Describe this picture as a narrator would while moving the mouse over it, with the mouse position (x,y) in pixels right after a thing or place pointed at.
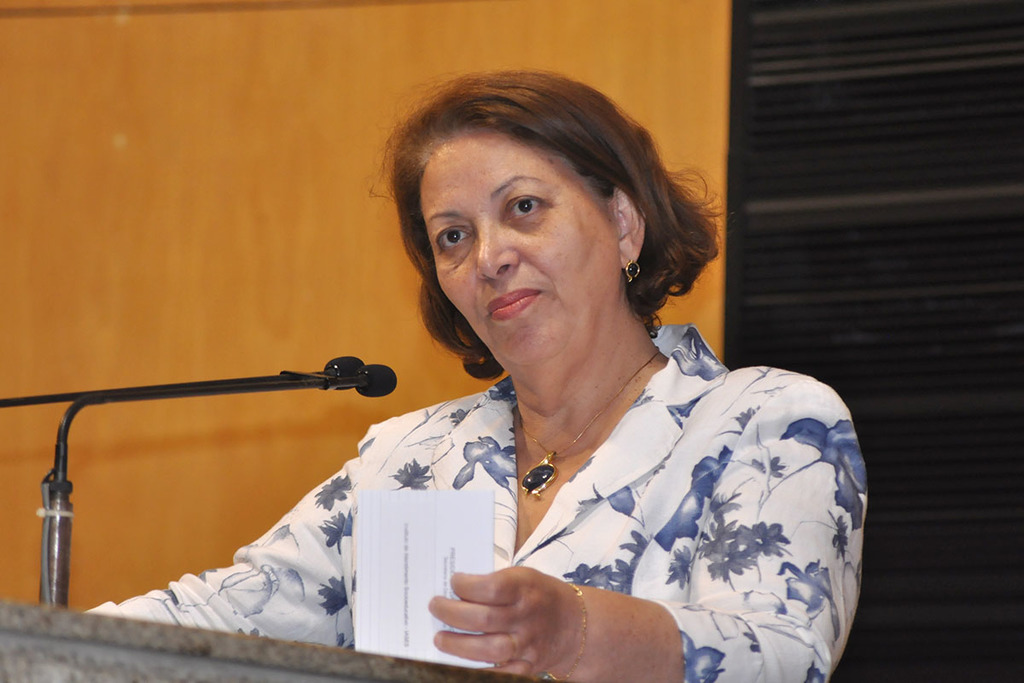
In this image we can see a lady (563,519) holding a paper (428,652), in front of her, there is a mic (63,557), behind her, we can see the wall (737,248).
